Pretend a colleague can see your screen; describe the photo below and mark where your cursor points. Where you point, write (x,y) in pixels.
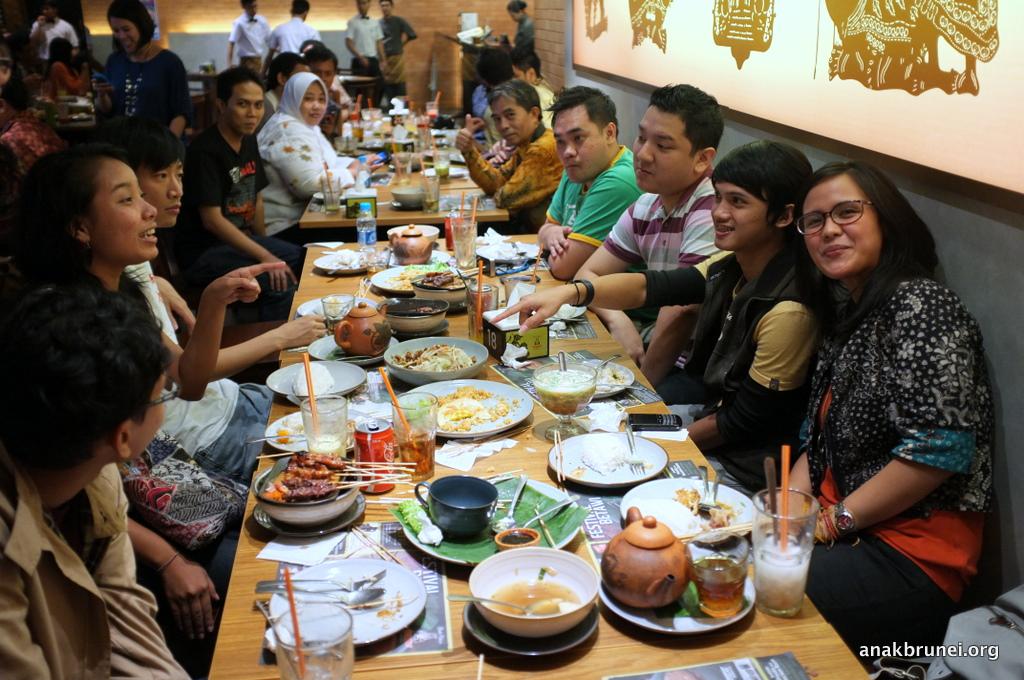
In this picture there are a group of people (62,292) sitting on the left (113,631) and right they have a table (445,319) in front of them, with lots of food (580,370) served on it, there are plates (387,614), kettles (658,588), glasses (792,605), fork spoons (707,501) and beverage cans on the table (379,522), there are some tissues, there is a mobile phone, there is a menu card (781,675) and in the backdrop (498,59) there are more people (492,132) sitting and they also have a table (390,212) in front of them in the background (294,26) there are few people (173,52) standing and onto the right there is a wall (900,75).
